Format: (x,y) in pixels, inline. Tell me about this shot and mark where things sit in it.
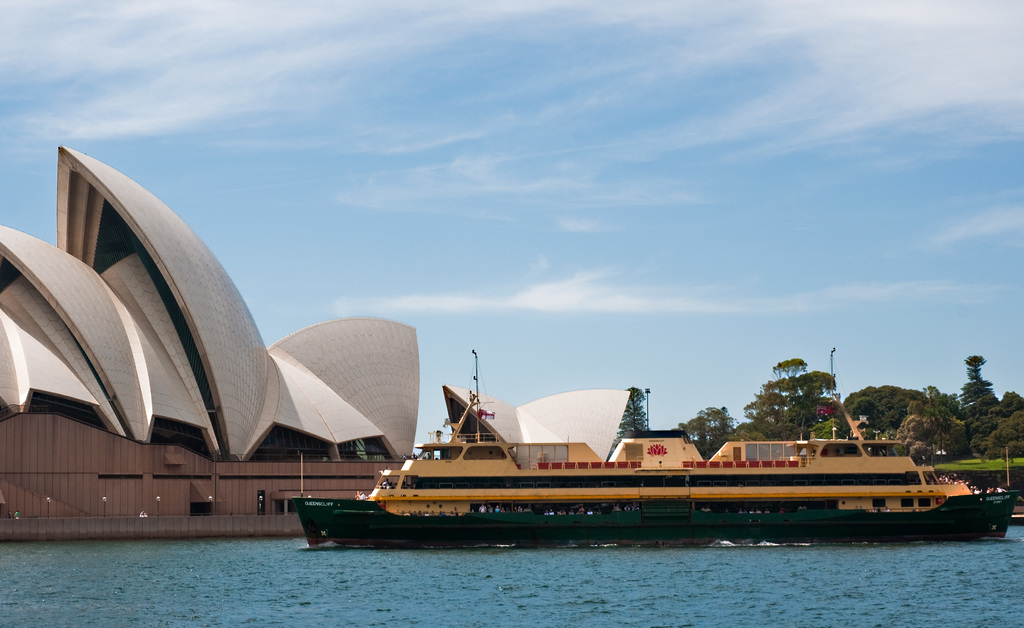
At the bottom (384,577), we see water (444,578) and this water (596,569) might be in the river (600,571). In the middle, we see a boat (560,485) in green and yellow color is sailing on the water (653,573). On the left side (62,371), we see a building (156,369) in white and brown color. There are trees (857,400) and the poles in the background (1019,437). At the top (401,176), we see the sky (388,221) and the clouds (599,300).
